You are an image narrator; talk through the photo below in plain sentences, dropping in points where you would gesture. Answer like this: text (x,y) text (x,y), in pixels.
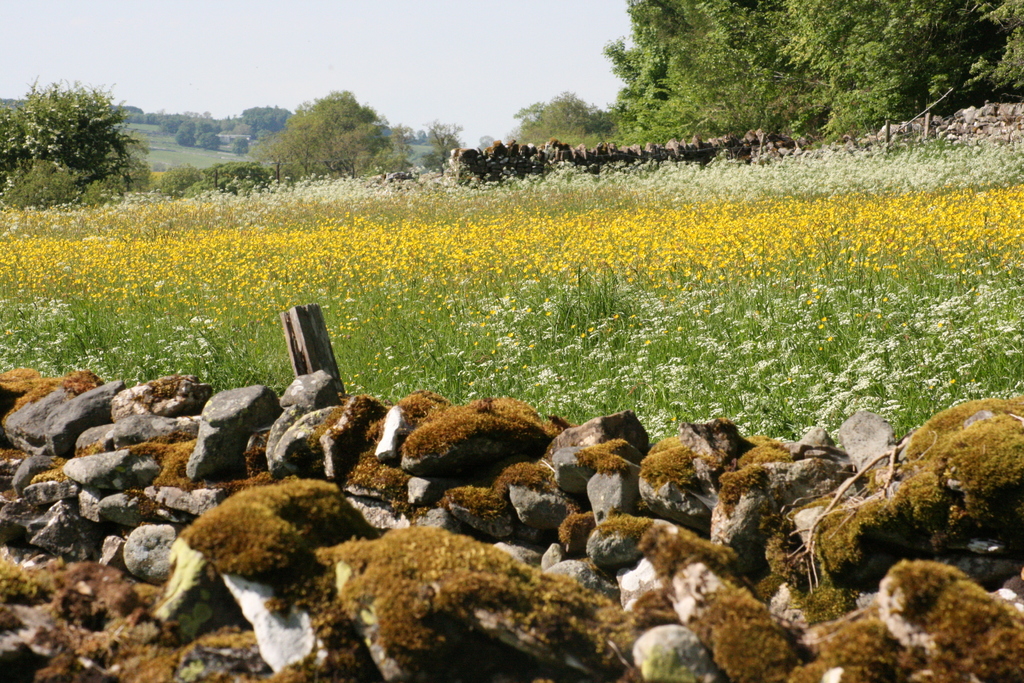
At the bottom of the image (328,586), we can see stones (534,600) and wooden pole (316,359). In the background (353,324), we can see the flower plants (492,339), stones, trees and sky (395,3).
